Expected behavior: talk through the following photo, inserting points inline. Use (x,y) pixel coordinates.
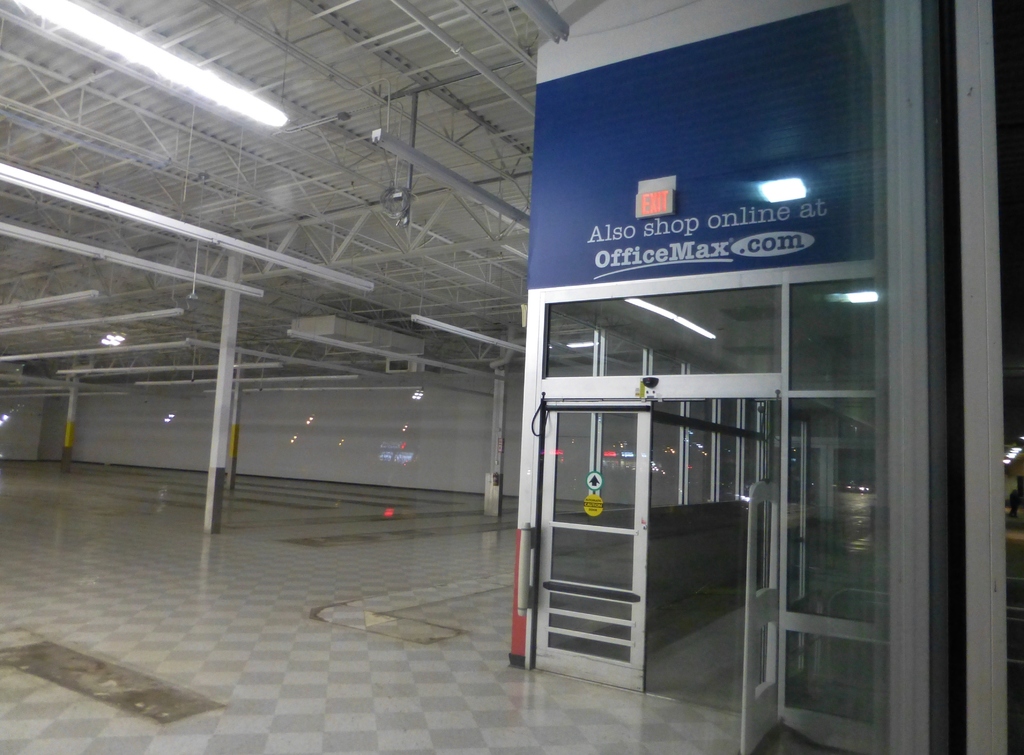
In this picture there is a door (634,565) and on the top of the door (644,507) there is a board (645,232) with some text (728,239) written on it. In the background (239,423) there are pillars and at the top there are lights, there are windows (666,372) in the center (541,308).
